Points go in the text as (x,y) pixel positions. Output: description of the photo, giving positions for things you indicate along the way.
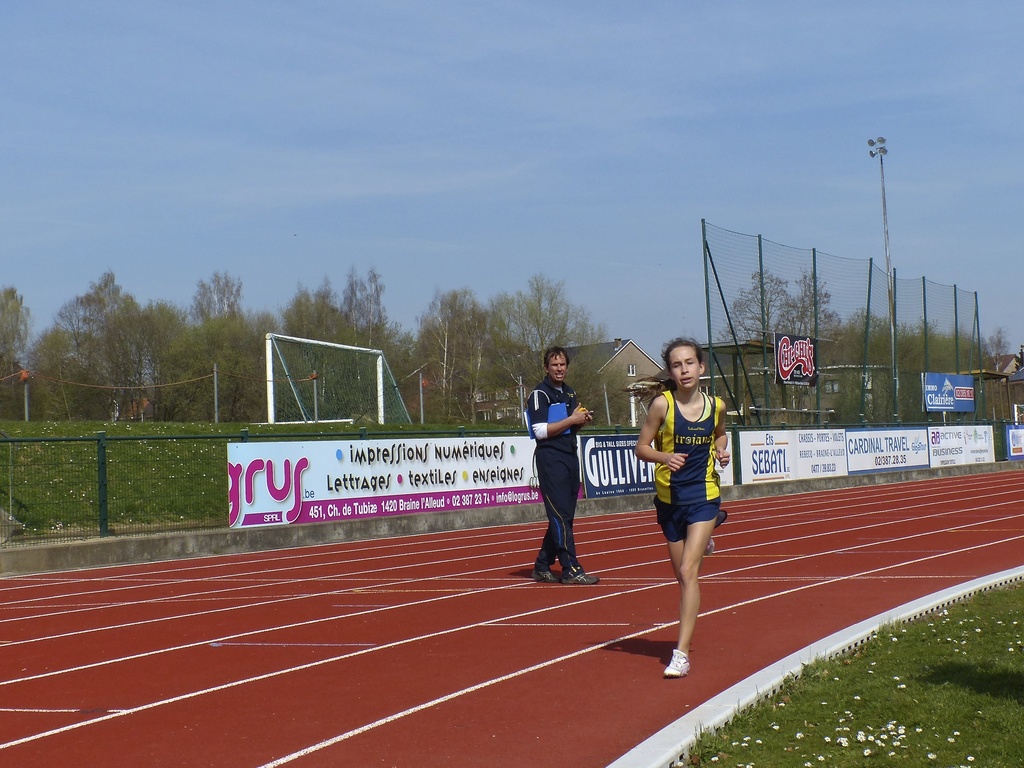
In this image, I can see a woman (657,496) running and a person (563,551) standing. There are hoardings (791,452) to the fence (815,327), a building (604,403), football goal post (341,408), grass (196,434) and the trees (526,320) behind a person (541,405). At the bottom right side of the image (864,662), I can see the grass (938,722) with the tiny flowers (883,729). In the background (349,140), there is the sky (722,126).
